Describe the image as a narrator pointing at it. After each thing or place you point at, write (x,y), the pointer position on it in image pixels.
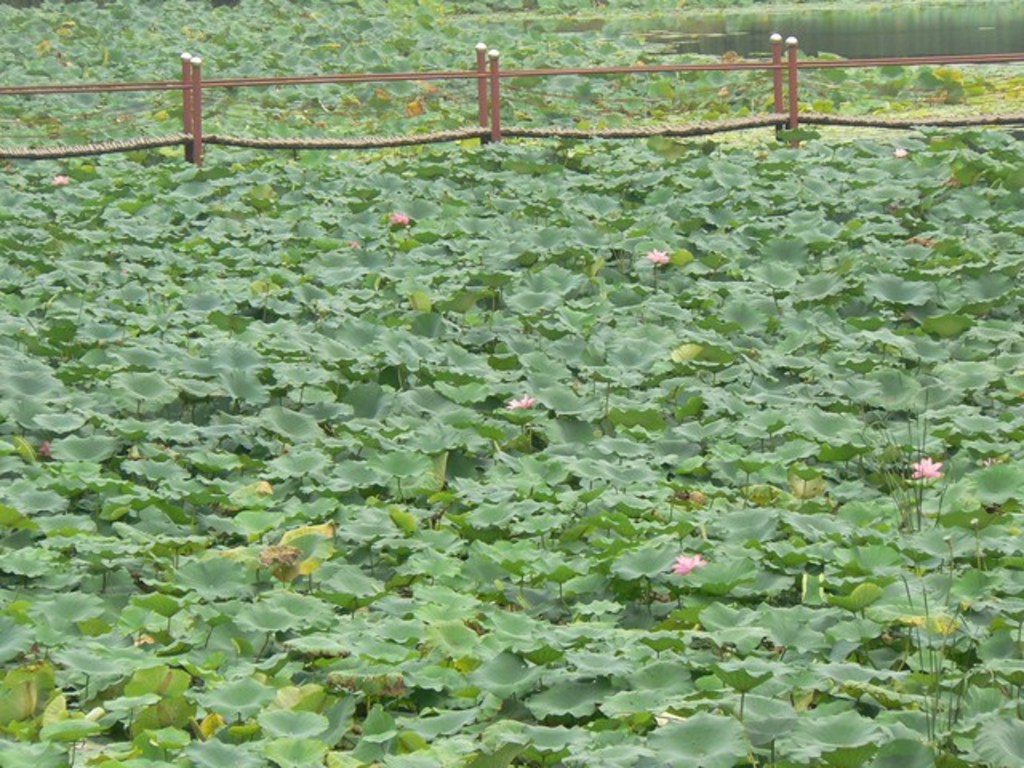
In this image, we can see plants (526,215), flowers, a fence (200,85) and there is water (759,43).
